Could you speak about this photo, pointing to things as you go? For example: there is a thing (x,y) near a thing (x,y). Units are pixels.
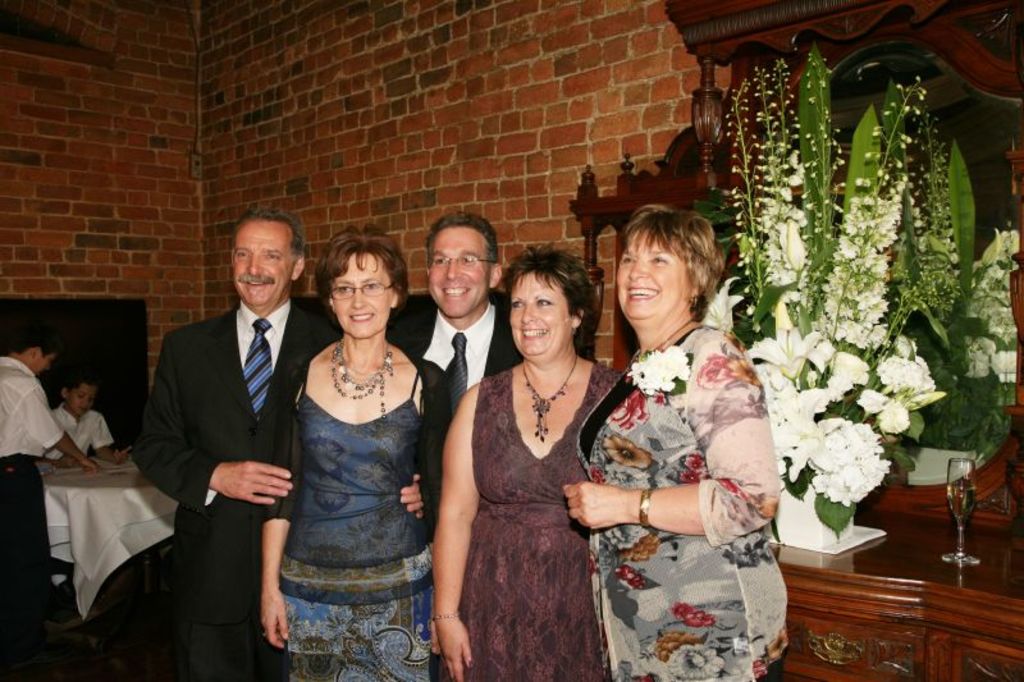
In this image we can see few persons (228,436) are standing and on the right side (856,453) there is a flower vase (818,329) and a glass (965,505) with liquid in it on a table (871,607) and behind them there is a mirror (912,161). In the background (38,478) there are few persons (64,454) at the table (136,534) and we can see the wall (235,107).
